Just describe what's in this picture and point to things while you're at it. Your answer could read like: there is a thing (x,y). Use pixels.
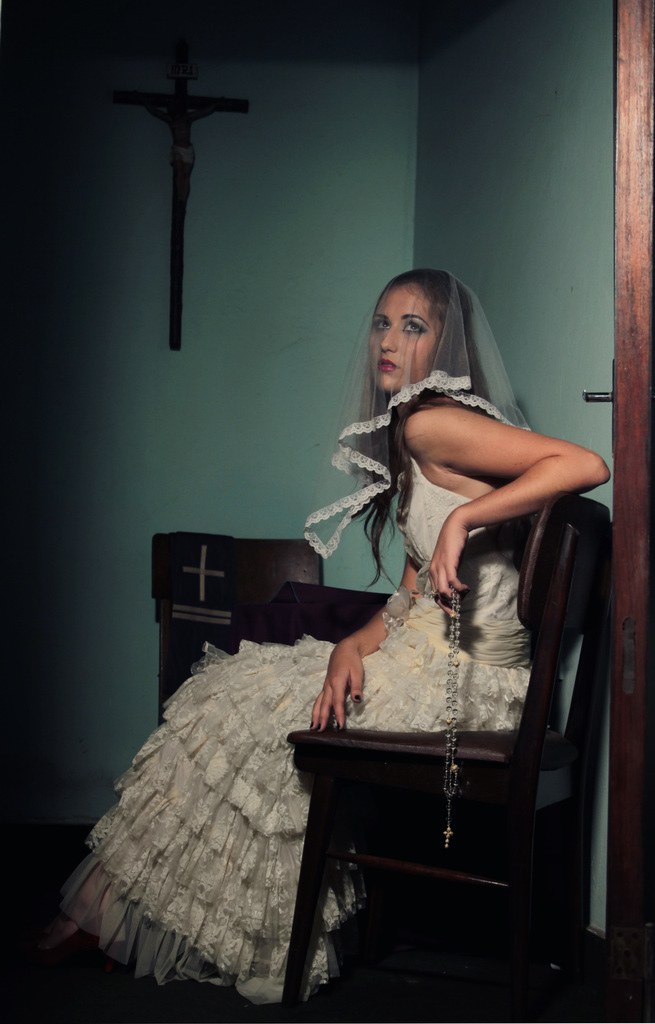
In this image, we can see a lady (441,578) holding an object (454,764) is sitting. We can see some chairs (253,560) and the ground (88,1020). We can see the wall (202,344) with some objects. We can also see some wood (631,724) on the right (631,724).
